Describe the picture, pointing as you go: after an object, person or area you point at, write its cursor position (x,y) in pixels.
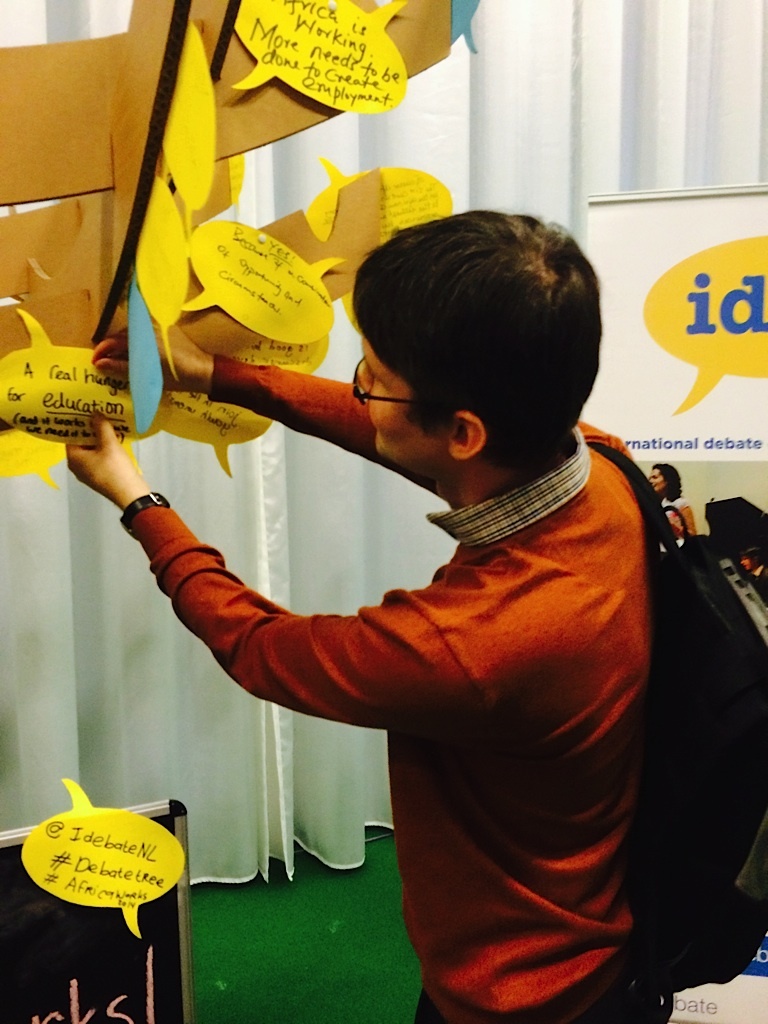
In this image we can see a person (365,444) wearing specs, watch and a bag (665,733). There is a board (231,128) with papers (206,235). On the papers (244,266) there is text (244,260). In the back (540,76) there are curtains (269,502).
